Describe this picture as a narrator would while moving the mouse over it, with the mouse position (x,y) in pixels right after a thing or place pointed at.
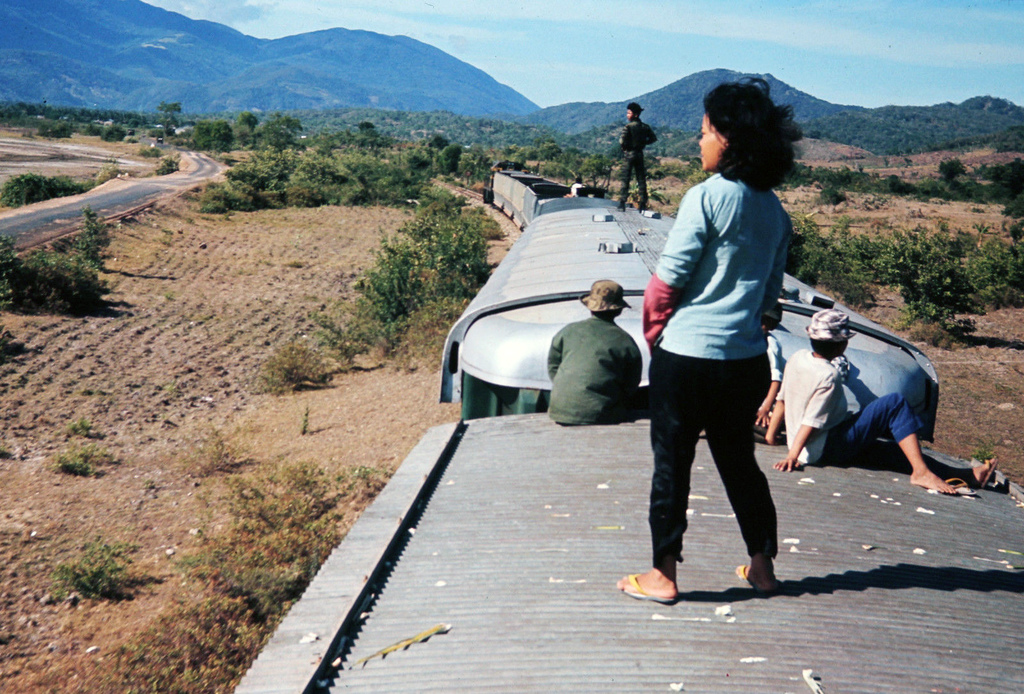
In the picture we can see a train (957,546) and on top of it, we can see some people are sitting and two people (718,166) are standing and besides the train (434,687) we can see a muddy surface (156,267) and on it we can see many plants (350,485) and besides, we can also see a road (107,213) and in the background (822,182) we can see trees (683,157) and hills (371,72) and behind it we can see a sky (550,59) with clouds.
